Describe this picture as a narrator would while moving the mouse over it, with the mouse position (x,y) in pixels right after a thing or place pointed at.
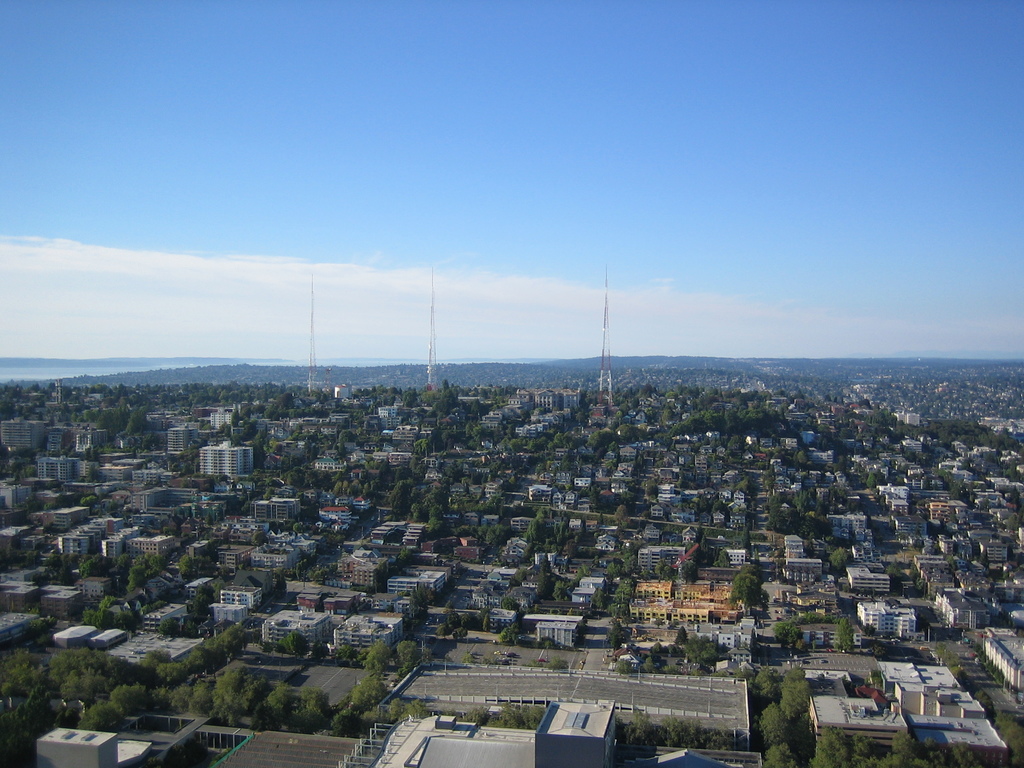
This image is an aerial view. In this image there are many buildings (365,582), trees (556,541) and towers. In the background (296,372) there are hills (533,380) and sky (469,283).
